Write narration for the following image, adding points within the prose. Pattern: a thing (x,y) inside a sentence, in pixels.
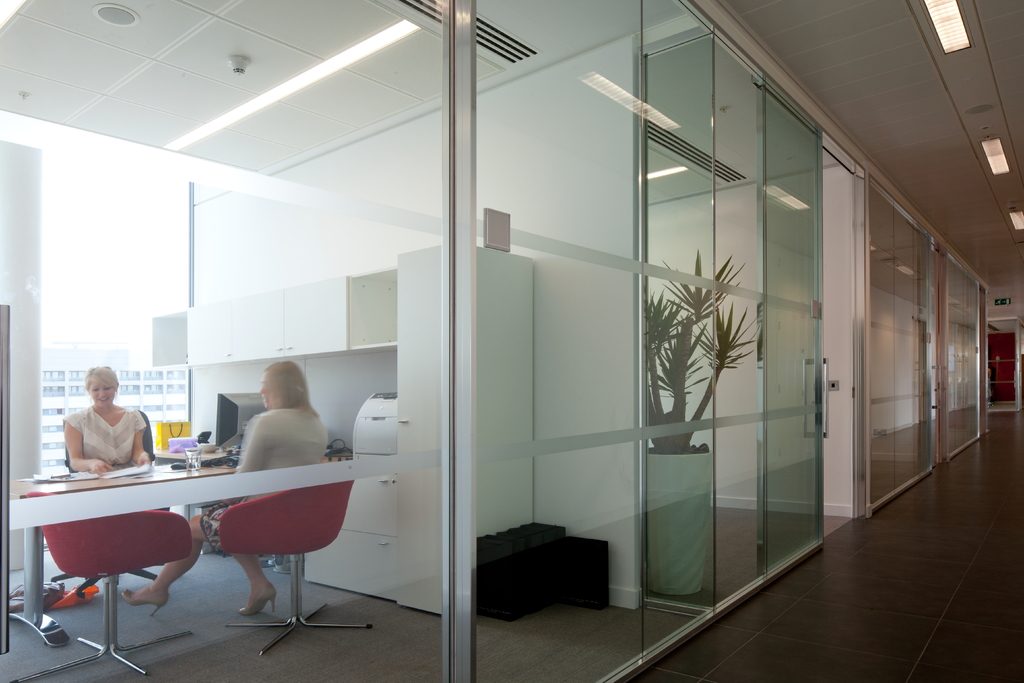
Here we can see a woman (105,438) sitting on the chair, and in front (108,484) here is the table (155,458) and glass (194,462), and some objects (131,468) on it, and here is the glass door (548,247), and here is the flower pot (698,504).
